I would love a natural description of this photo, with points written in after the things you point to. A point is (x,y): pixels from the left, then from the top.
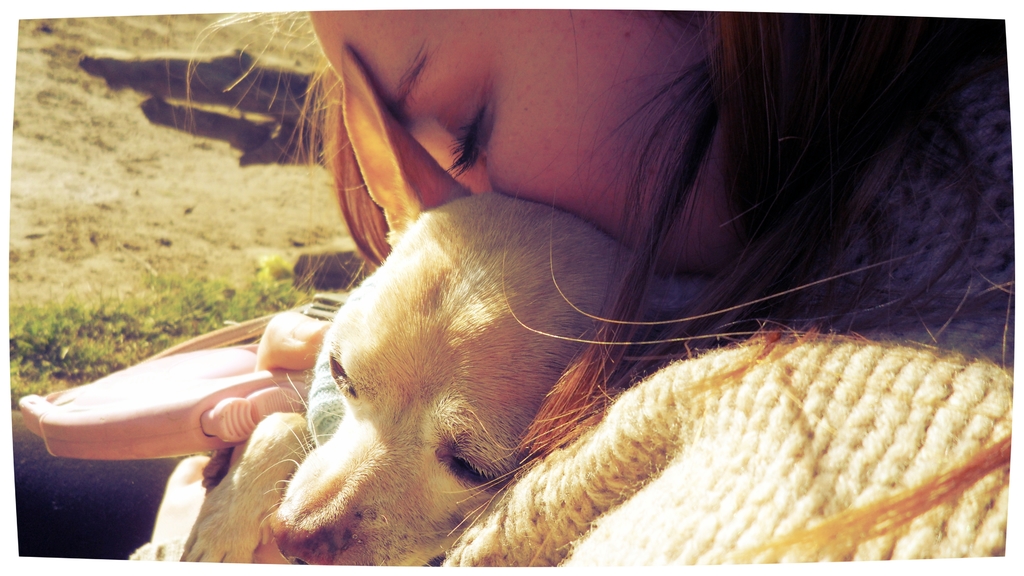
Here we can see a woman (607,201) and a dog (587,243).
